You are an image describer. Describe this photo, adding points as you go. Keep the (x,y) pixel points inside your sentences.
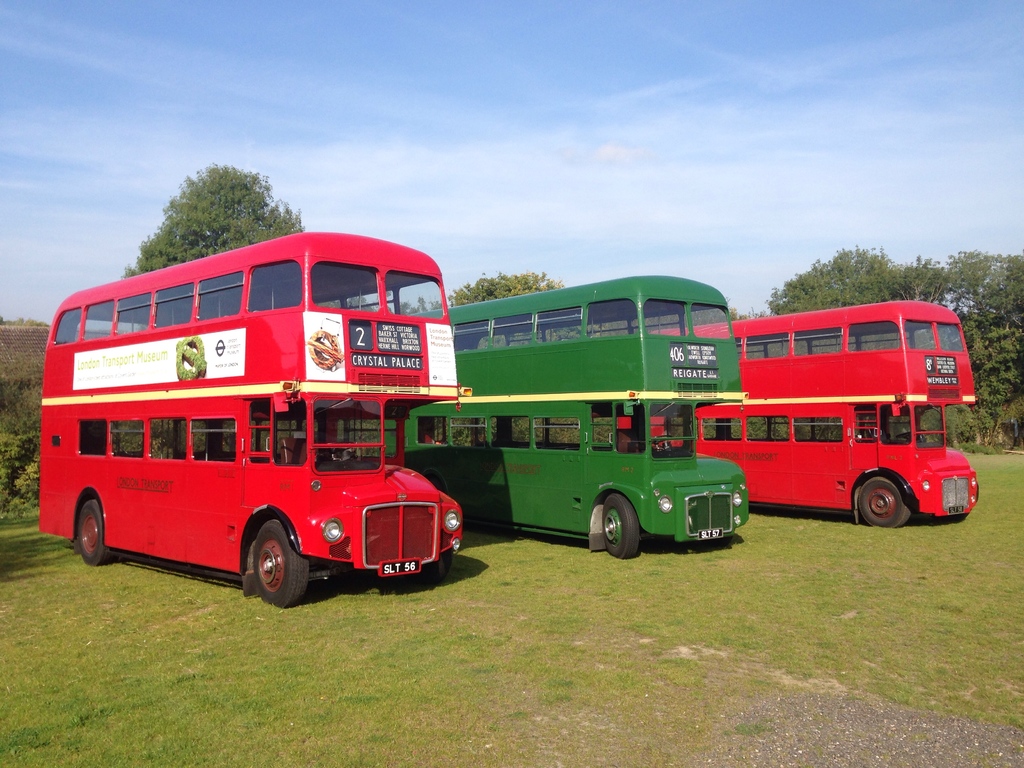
In this image we can see three double Decker buses (843,440). Two are in red color and one is in green color. Background of the image (227,223) trees (890,282) are present. The sky (83,274) is in blue color. Bottom of the image (816,673) land (649,718) with small grass (327,698) is there.
